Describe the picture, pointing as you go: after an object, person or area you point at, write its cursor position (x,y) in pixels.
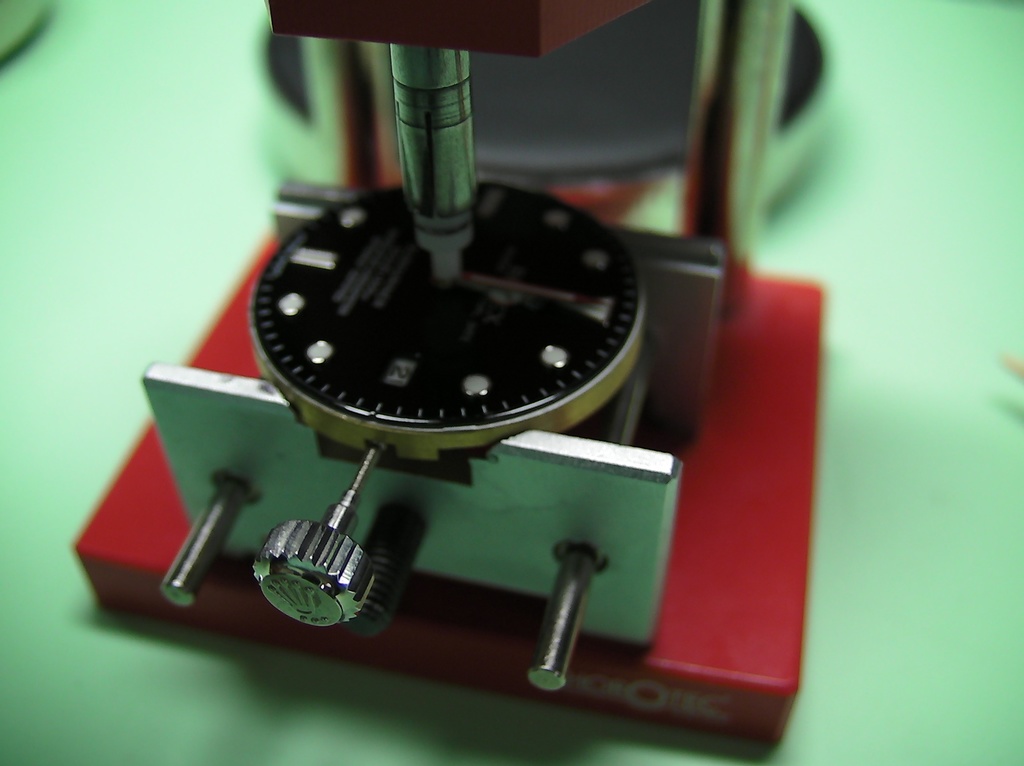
In this image I can see a machine (220,560) which is in red and black color. Background (181,39) is green in color.
